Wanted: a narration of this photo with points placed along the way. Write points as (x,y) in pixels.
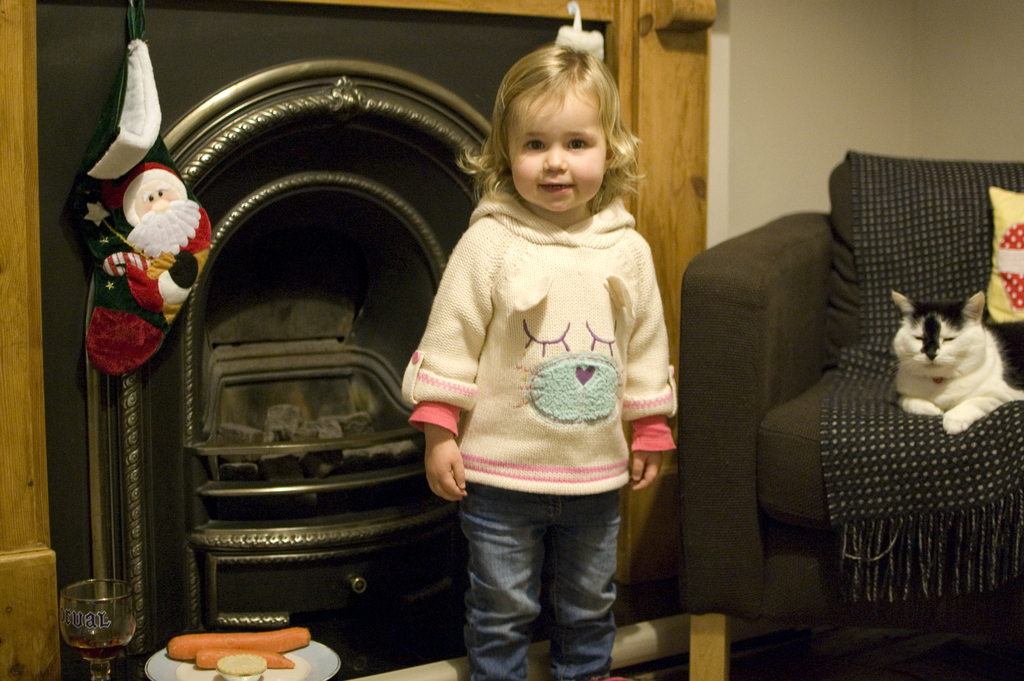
In this picture there is a girl (590,377) standing. There is a chair (803,314), pillow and a cat (936,346). There is a glass (105,631). There are carrots (236,652) in the plate (290,670) and a bowl (260,675).
